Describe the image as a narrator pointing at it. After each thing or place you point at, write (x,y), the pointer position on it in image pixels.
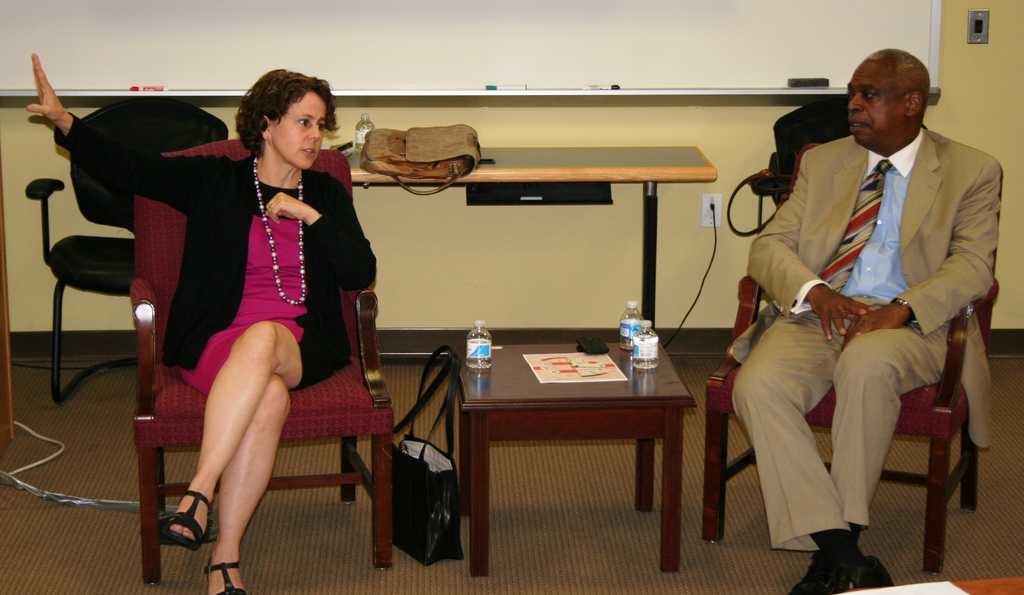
Here we can see a woman (248,193) sitting on the chair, and at side there is the table (619,384) and papers (613,368) and some other objects (477,359) on it, and here a man (761,259) is sitting and he is wearing a suit (777,218) and at back (451,241) here is the wall (458,252).
